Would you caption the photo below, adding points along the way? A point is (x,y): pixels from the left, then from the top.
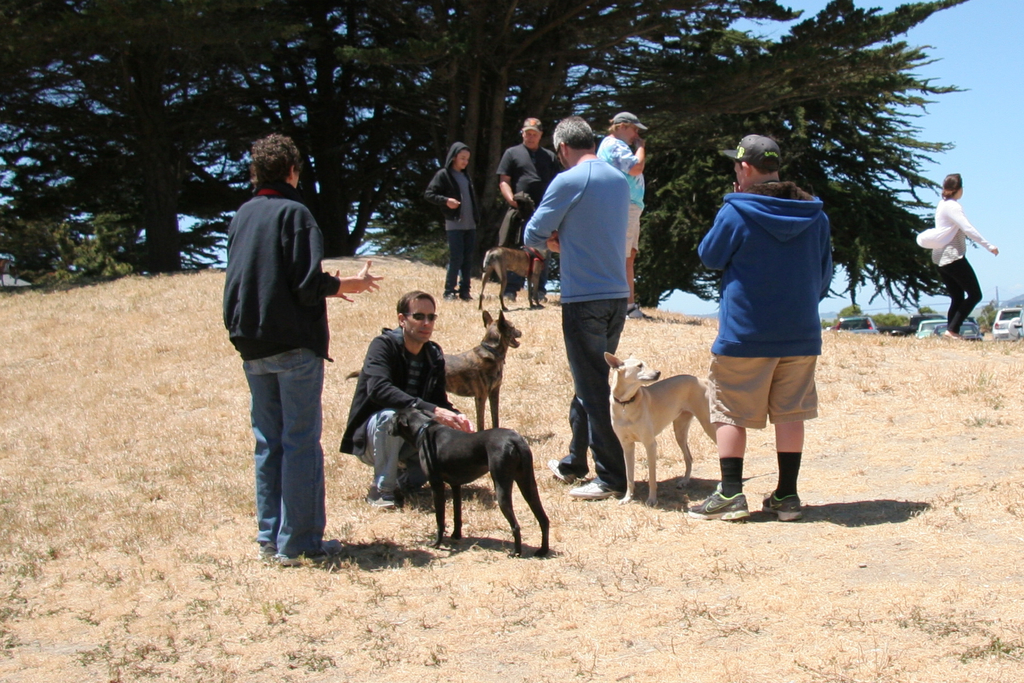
This picture is clicked outside. There are group of people (463,416) and dogs (517,440). To the right corner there is a woman (948,327) walking. In the background (452,85) there are group of trees (657,34) and trucks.
